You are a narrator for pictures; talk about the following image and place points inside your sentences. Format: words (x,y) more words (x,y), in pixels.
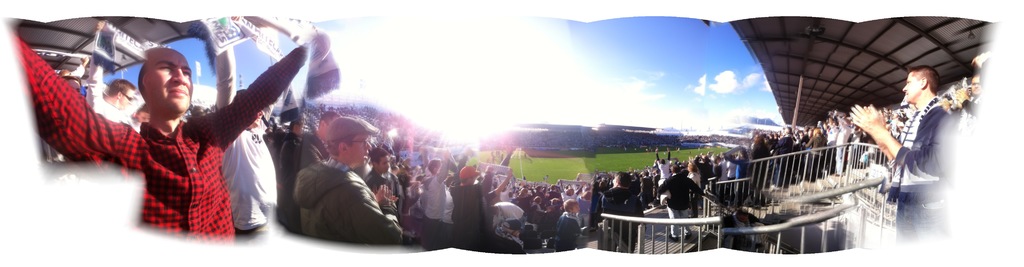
In this image I can see group of people (129,119) some are standing and some are sitting. The person (181,187) in front (155,187) wearing red and black color shirt (168,183), background (615,181) I can see few other persons (806,146) standing, few stairs (717,191) and sky (658,93) is in blue and white color.
